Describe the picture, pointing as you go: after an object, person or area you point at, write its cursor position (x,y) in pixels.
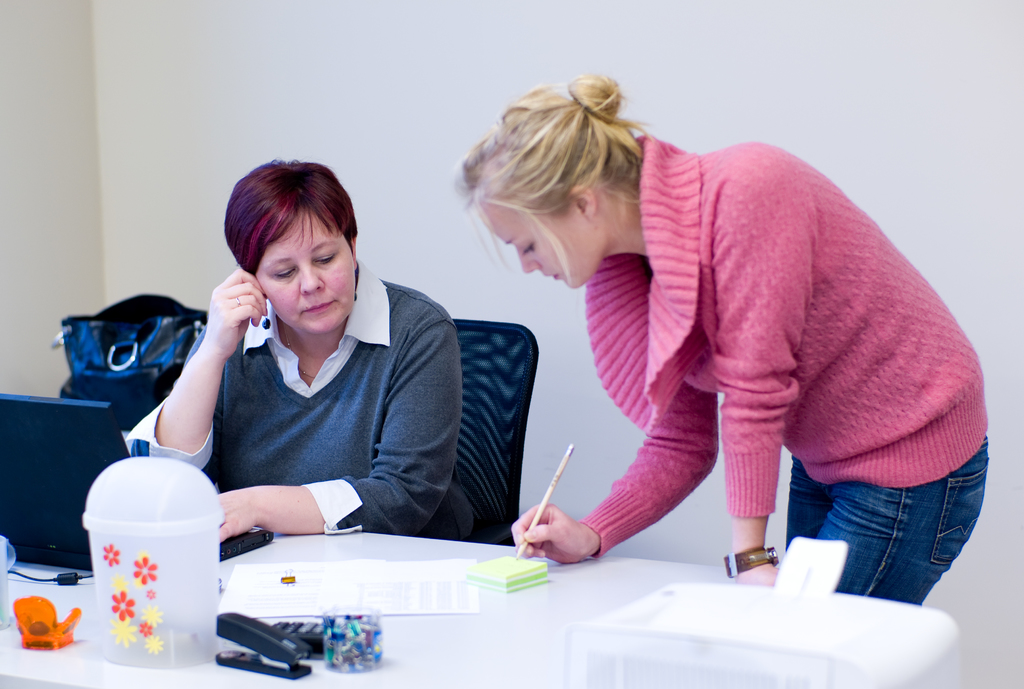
This image is taken indoors. At the bottom of the image (419,664) there is a table (502,656) with a laptop (38,464), a jar (208,533), a paper (412,573) and a few things (322,627) on it. On the right side of the image (954,483) a woman (918,592) is standing on the floor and writing on the paper (500,574) with a pen (558,483). In the middle of the image (503,332) a woman (377,339) is sitting on the chair (483,469) and there is a handbag (84,342) beside her. In the background (99,299) there is a wall (163,247).
